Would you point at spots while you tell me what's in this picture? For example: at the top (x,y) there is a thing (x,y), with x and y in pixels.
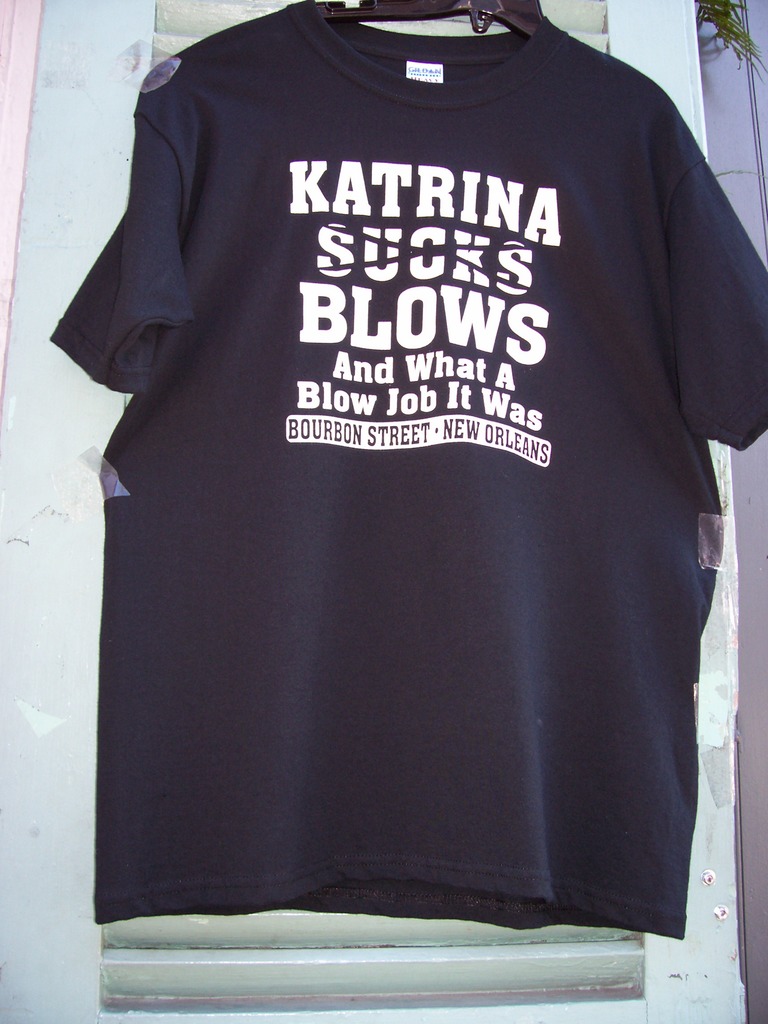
In this image in the front (399,530) there is a t-shirt (455,551) which is black in colour with some text (406,328) written on it. In the background (26,750) there is a window (10,742) which is green in colour, at the top right of the image (735,27) there are leaves (733,36).
